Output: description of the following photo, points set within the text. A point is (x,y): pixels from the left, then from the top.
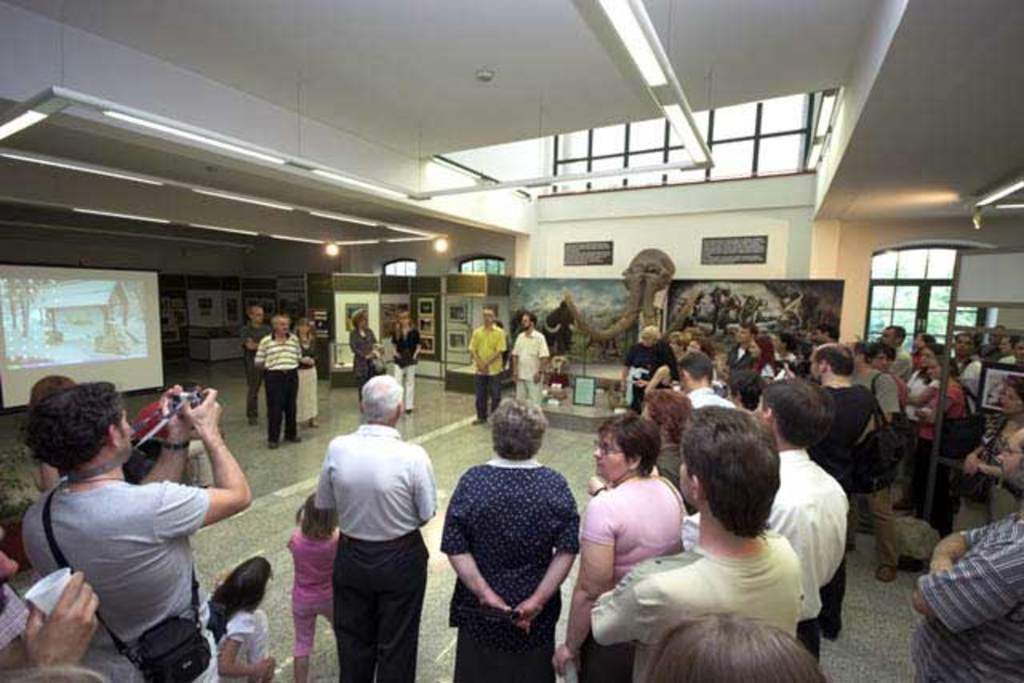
In this picture there are group of people (761,494). In the foreground (157,499) there is a man (110,606) standing and holding the camera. At the back (125,333) there is a screen (133,360) and there are boards (327,318) on the wall (508,319) and there might be a statue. On the right side of the image (908,302) there is a door (924,297). Behind the door (936,294) there are trees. At the top (87,96) there are lights (70,89). At the bottom (297,498) there is a floor (253,540).
